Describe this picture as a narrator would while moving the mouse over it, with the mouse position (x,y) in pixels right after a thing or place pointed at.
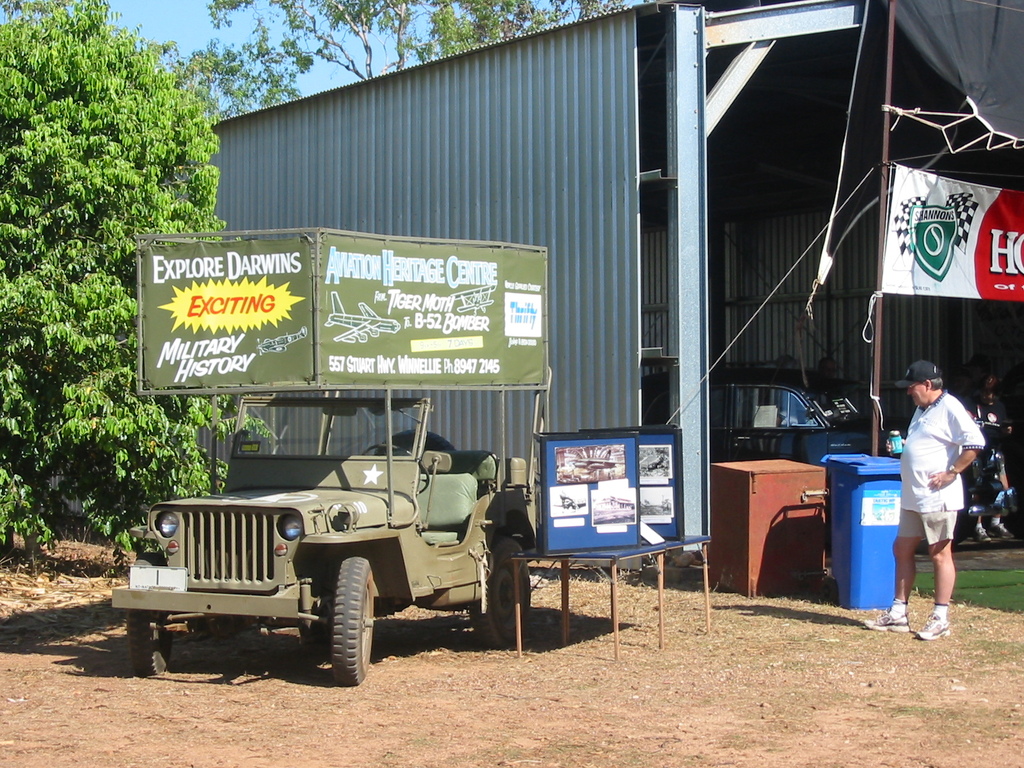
In this image we can see a shed (837,335) under which there is a car (863,426), person (941,603) and beside there is vehicle (476,495) to which there is a board (512,372) and a table (581,556) on which there are some boards (674,475) and around there are some trees (141,217) and plants (202,212).
